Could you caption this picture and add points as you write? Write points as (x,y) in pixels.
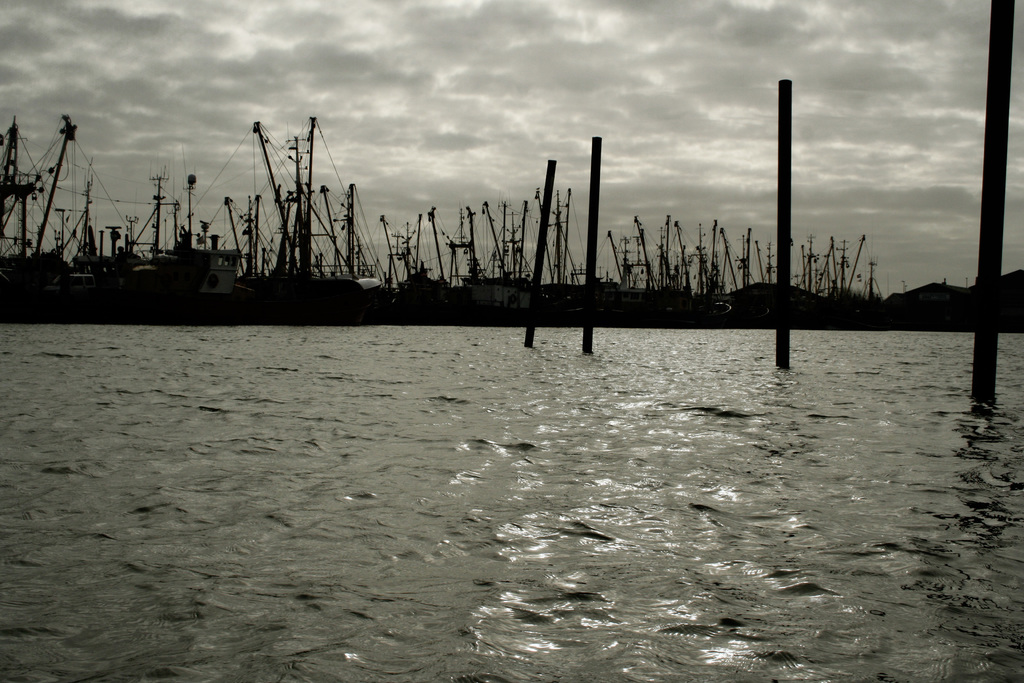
In this image we can see ships (598,275) and poles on the water (369,427). In the background (421,85) there are clouds (468,49) and sky (645,161).
